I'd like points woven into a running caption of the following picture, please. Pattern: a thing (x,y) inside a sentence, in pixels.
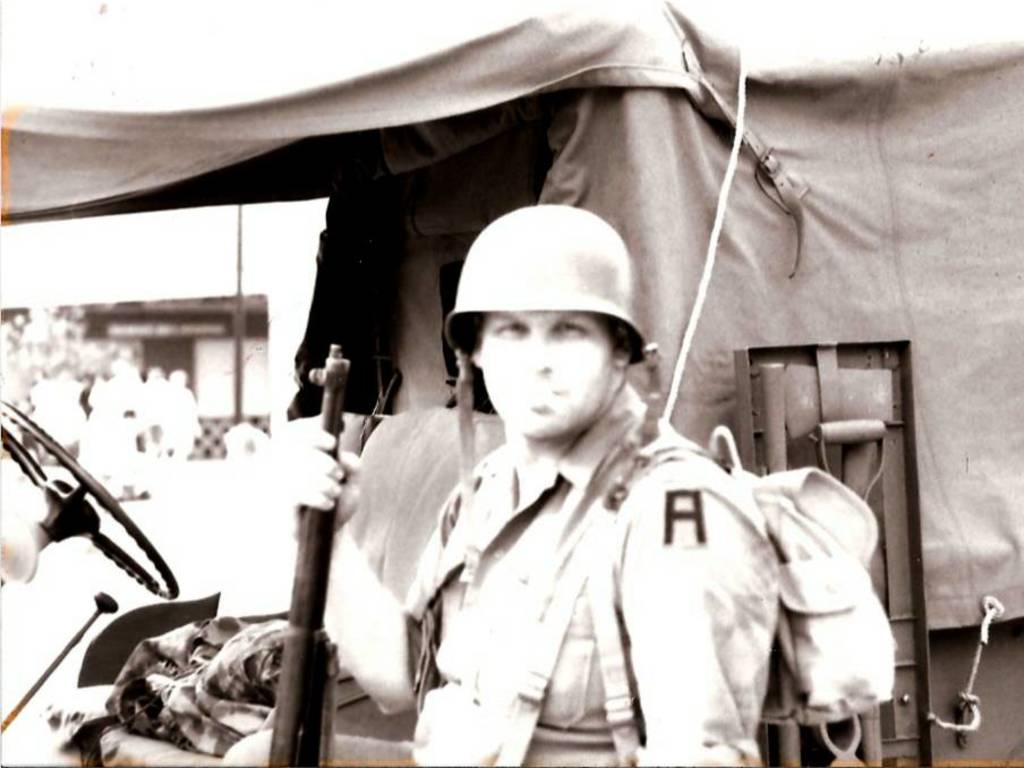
In the picture I can see a man (742,630) in the middle of the image (632,292) and he is holding a weapon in his right hand (336,465). There is a helmet (568,236) on his head (581,273) and he is carrying a bag (796,506) on his back (742,480). In the background (707,200), I can see a vehicle (849,186).
